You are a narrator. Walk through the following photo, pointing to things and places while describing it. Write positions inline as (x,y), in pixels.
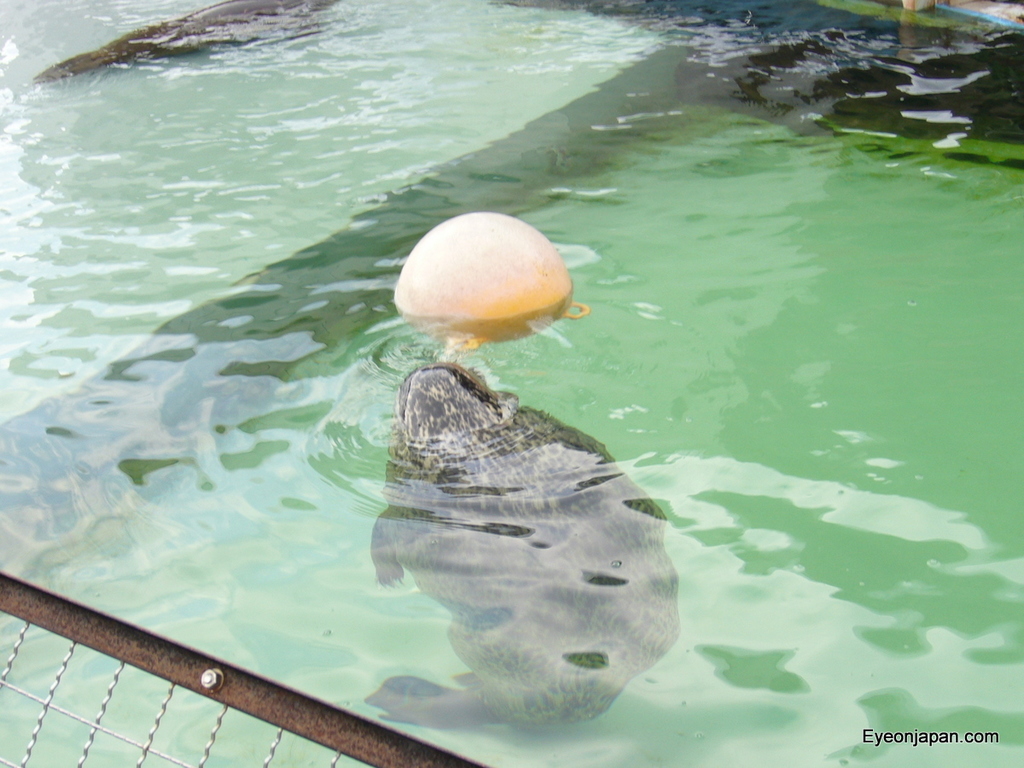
In this image, I can see an animal (589,554) in the water (530,397) and an object (473,335) floating on the water (636,294). At the bottom left side of the image (127,748), It looks like a fence (121,746). At the bottom right side of the image (864,736), I can see a watermark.
